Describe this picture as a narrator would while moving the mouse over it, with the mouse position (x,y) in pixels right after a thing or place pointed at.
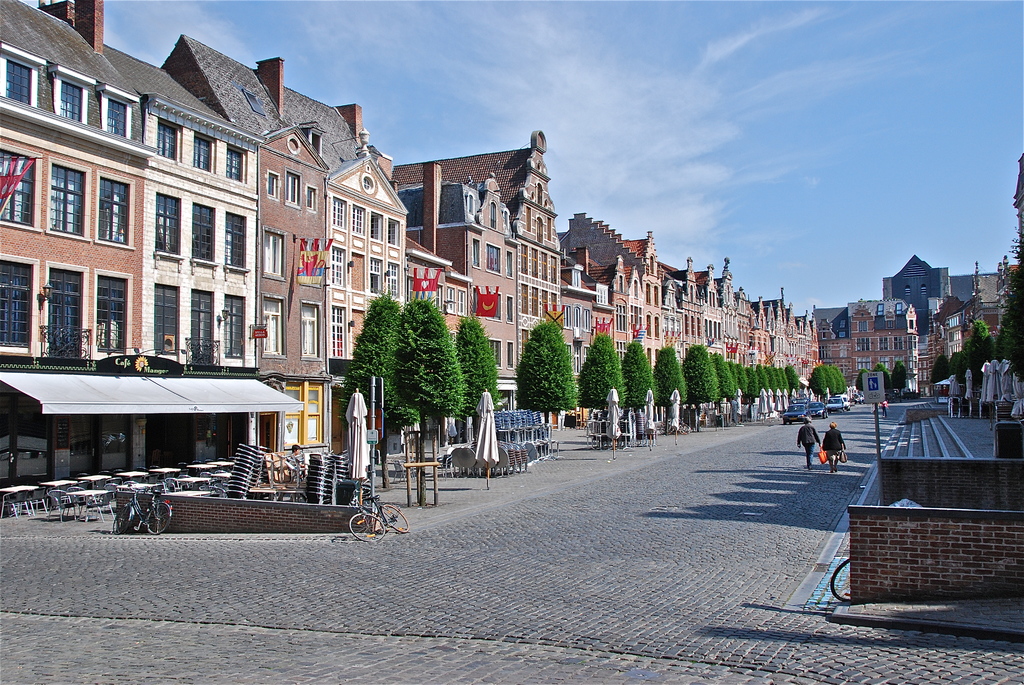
There is a road (659,509). Through the road (761,455) some people (833,439) are walking. On the side of the road (873,422) there are steps (899,427). On the left side (320,473) there are trees (553,368), umbrellas (612,439), chairs (235,475), cycles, buildings (291,287) with windows (341,273). On the building (332,284) there are flags (319,270). In the background (706,107) there is sky (706,107).
